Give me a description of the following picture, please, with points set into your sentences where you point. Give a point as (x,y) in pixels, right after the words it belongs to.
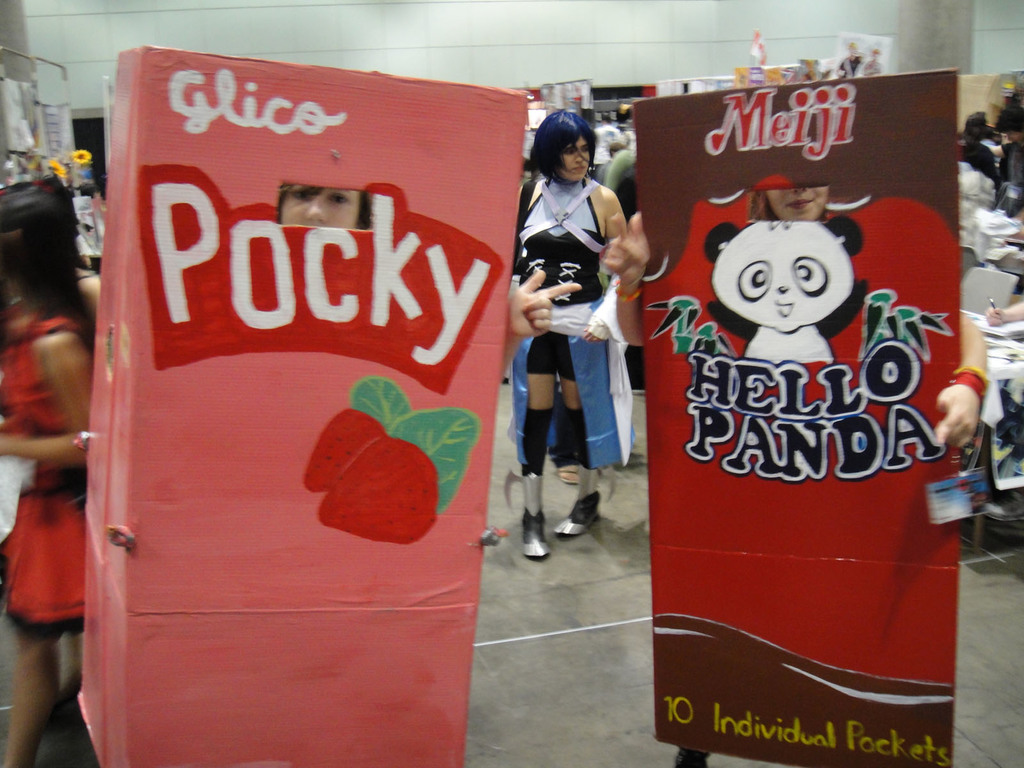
In this image there are two woman (326,193) standing behind the cardboard box (283,274) and looking from the hole (368,205). In the background (567,175) there are few other people (573,201) standing on the floor (555,582). There are so many design (756,374) on the cardboard box (297,168). On the left side (41,142) top there are hangers (39,142) to which there are clothes (53,112). On the right side (986,317) there is a person (1004,308) sitting in the chair (991,296) and writing on the paper (998,331).
